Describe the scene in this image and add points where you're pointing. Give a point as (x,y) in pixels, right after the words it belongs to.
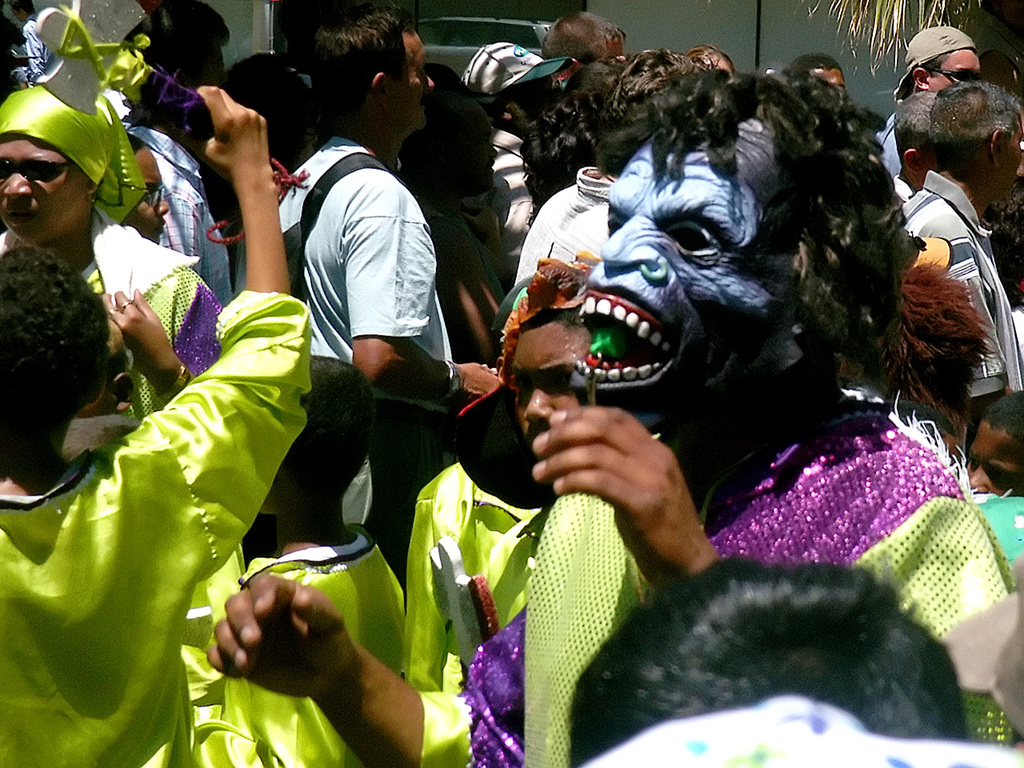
In this image I can see a crowd of people (173,348) standing. Few people (225,532) are wearing costumes (192,591). On the right side (701,303) there is a person (608,451) wearing a mask (692,306) to the face (702,296). In the top right (854,34) few leaves (896,16) are visible.
